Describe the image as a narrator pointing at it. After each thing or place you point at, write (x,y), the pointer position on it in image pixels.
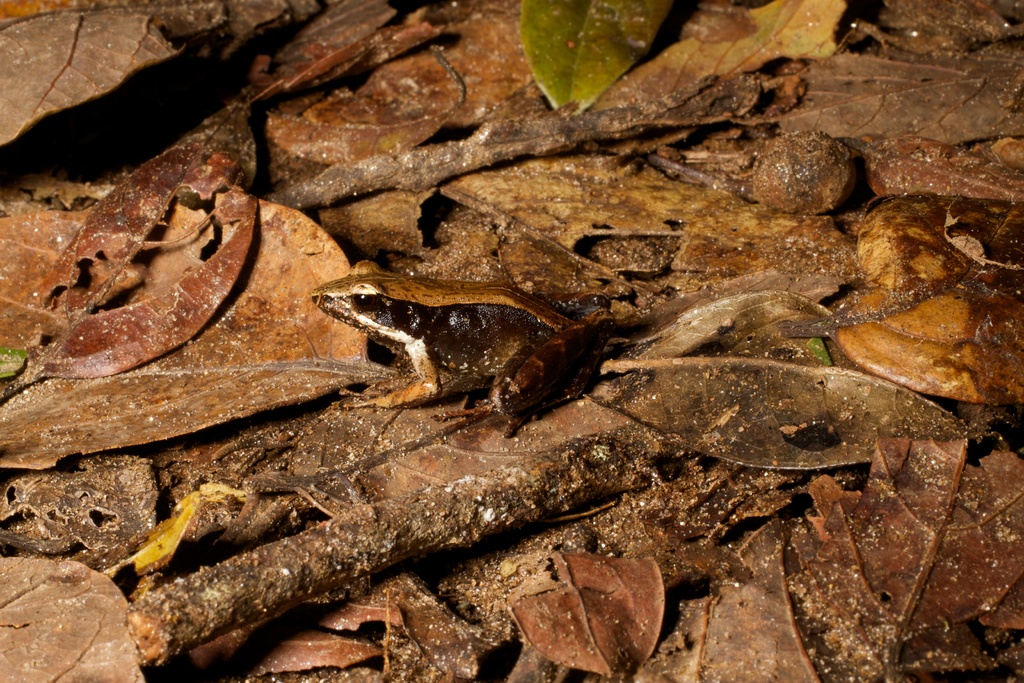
Here we can see frog (474,327), dried leaves (773,218) and branches (541,495).
